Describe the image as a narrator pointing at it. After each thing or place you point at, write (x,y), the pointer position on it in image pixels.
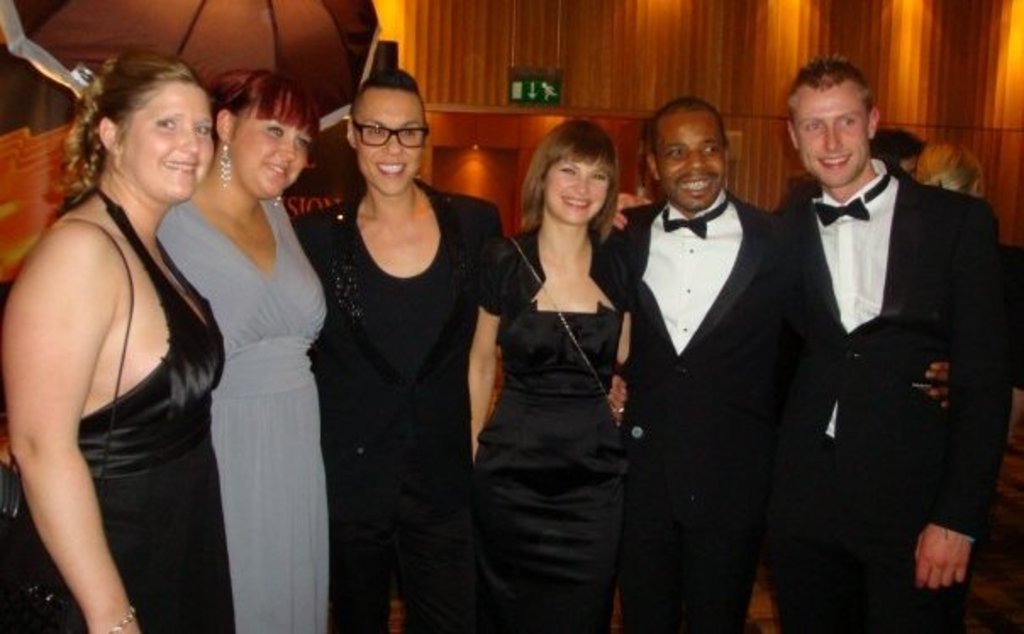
In this image in the front (537,327) there are group of persons (465,357) standing and smiling. In the background (559,99) there is a board (543,98) which is green in colour showing some signs (537,94) and on the right side (901,139) there are persons (920,147) and on the left side (240,24) there is an object (216,35) which is black in colour.
